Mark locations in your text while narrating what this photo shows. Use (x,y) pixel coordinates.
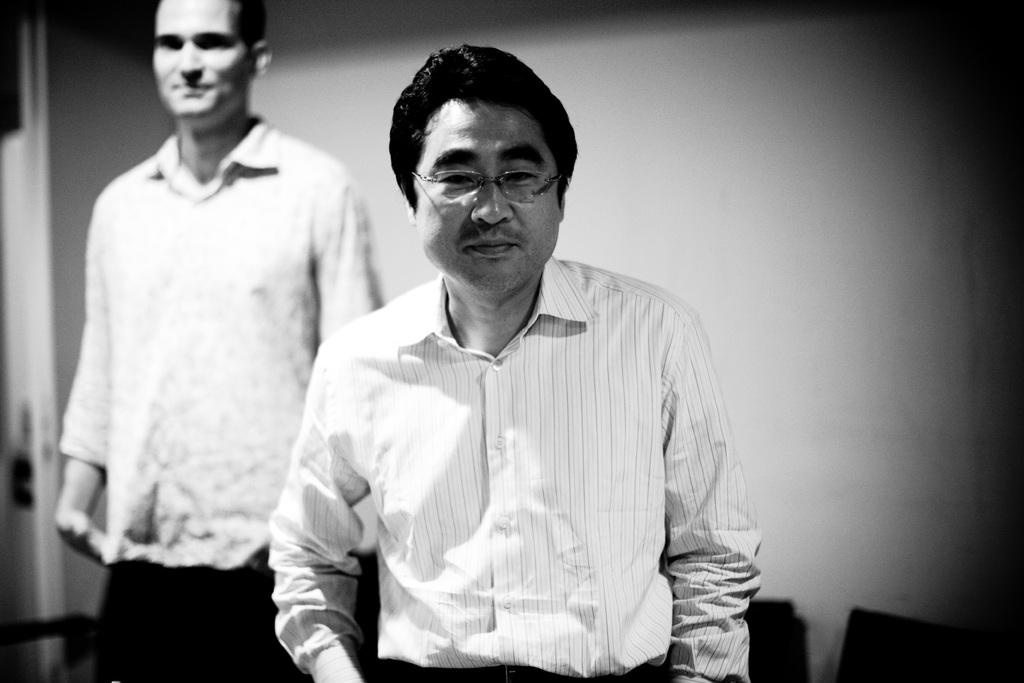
In this picture we can see two men (206,432) and a man (406,310) wore spectacles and at the back of them we can see the wall (343,95) and some objects (87,644).
